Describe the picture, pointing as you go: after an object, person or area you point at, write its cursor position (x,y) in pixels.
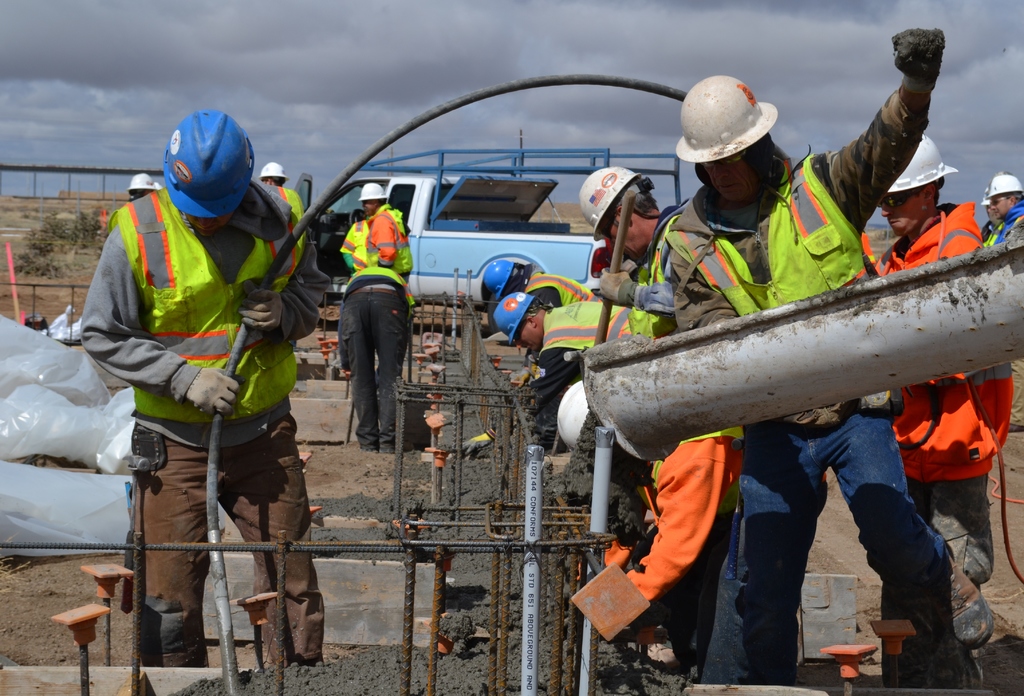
In this image there are group of people (968,561) standing, iron rods (496,413), pipes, cement (543,645), a vehicle (493,222), grass (78,275), plants (39,260), covers (26,434), sky (110,93).
